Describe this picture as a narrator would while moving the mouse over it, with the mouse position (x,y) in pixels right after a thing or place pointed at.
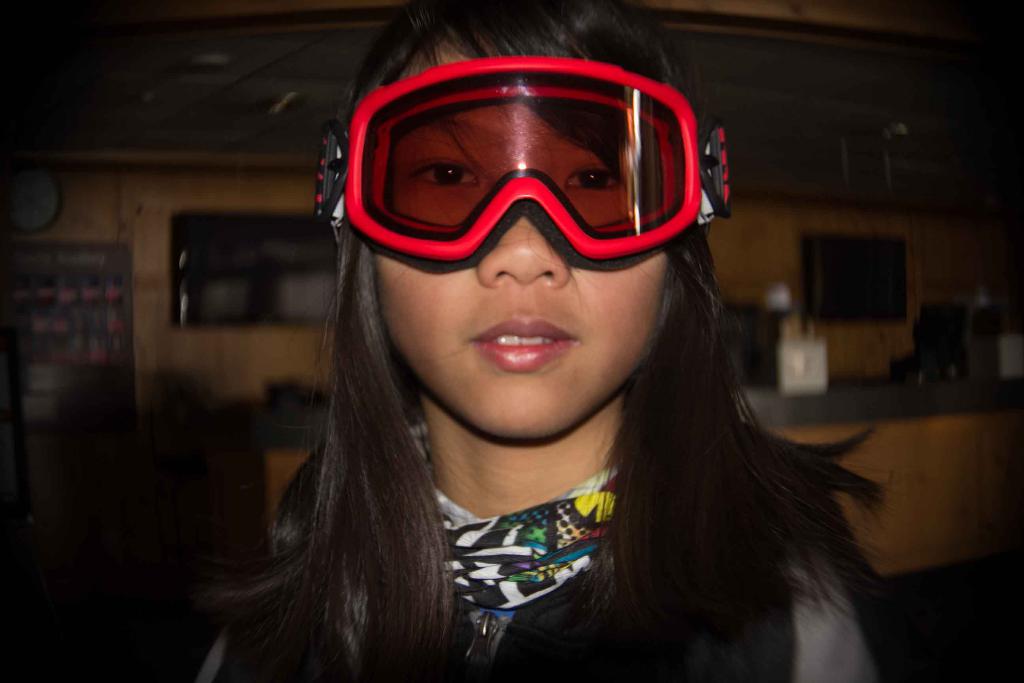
In this image I can see a girl (597,365) wore red color goggles (583,222). She wore scarf (533,560) around her neck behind her there are things (759,329). It looks like a kitchen (895,284).
